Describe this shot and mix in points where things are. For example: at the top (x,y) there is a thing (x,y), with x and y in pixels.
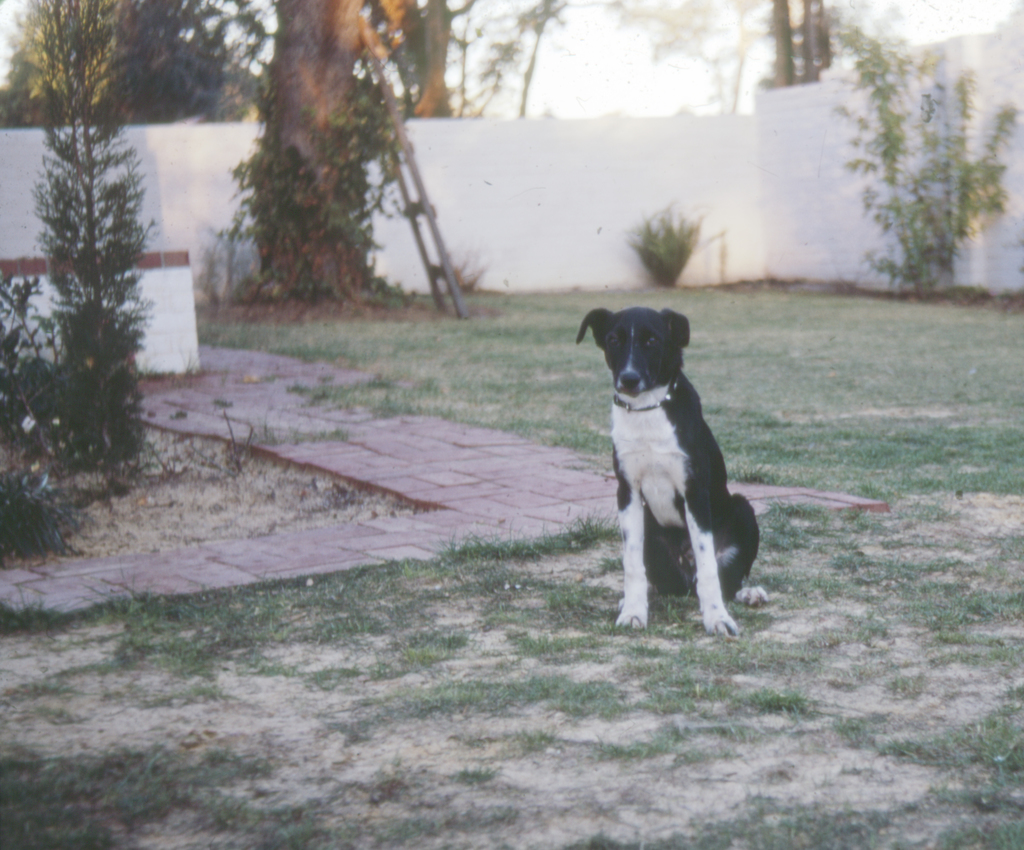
In this image I can see a dog (709,487) in white and black color. Back I can see few trees (366,112), ladder (378,58), white wall (595,148) and sky (686,65) is in white color.
